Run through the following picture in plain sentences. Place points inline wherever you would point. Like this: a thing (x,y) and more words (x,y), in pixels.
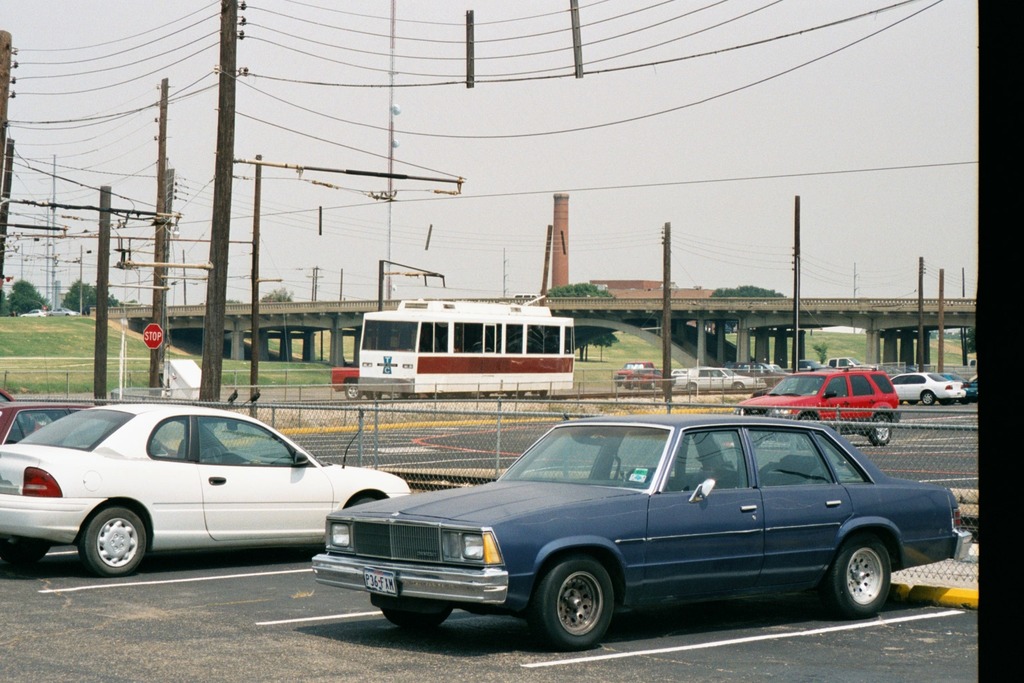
In this image, we can see vehicles (182,413) on the road (506,436) and in the background (561,303), there is a bridge (839,300), poles (253,248) along with wires (471,138) and we can see a fence (408,417). At the top (813,130), there is a sky (756,226).
